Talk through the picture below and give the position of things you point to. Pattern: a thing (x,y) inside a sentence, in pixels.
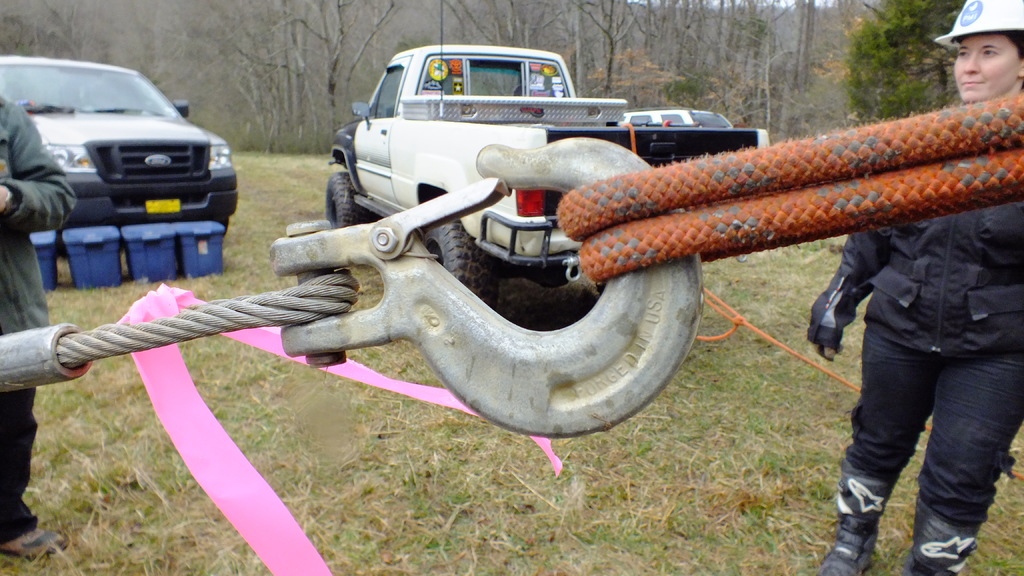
In front of the picture, we see a hook (375,234) and a rope (746,200) in orange color. We see a pink color ribbon (194,443). At the bottom (566,509), we see the grass (757,471). On the right side (965,237), we see a woman (883,391) in the jacket (984,254) is standing. On the left side (34,184), we see a man (9,490) is standing. Behind him, we see the boxes (77,259) in blue color. Behind that, we see a car (137,190). In the middle (553,232), we see the vehicles (506,96) are parked. There are trees (518,41) in the background (681,57).
